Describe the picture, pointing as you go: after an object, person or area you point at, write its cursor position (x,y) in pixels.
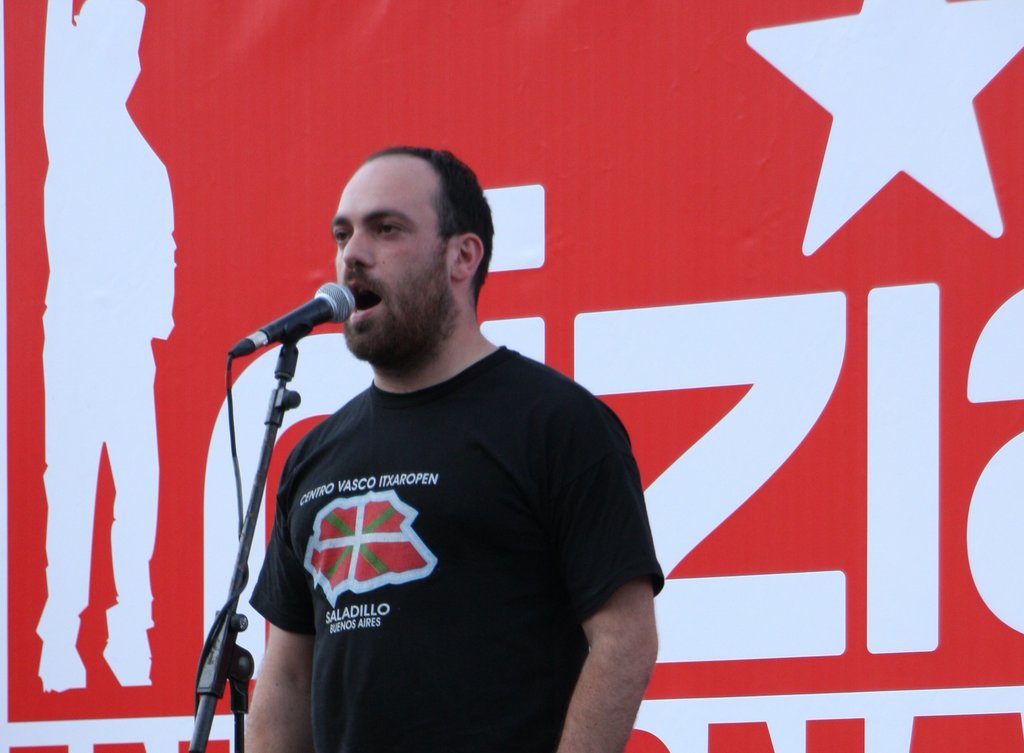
In this picture we can see a man (479,449) is speaking in front of the microphone (283,322).
